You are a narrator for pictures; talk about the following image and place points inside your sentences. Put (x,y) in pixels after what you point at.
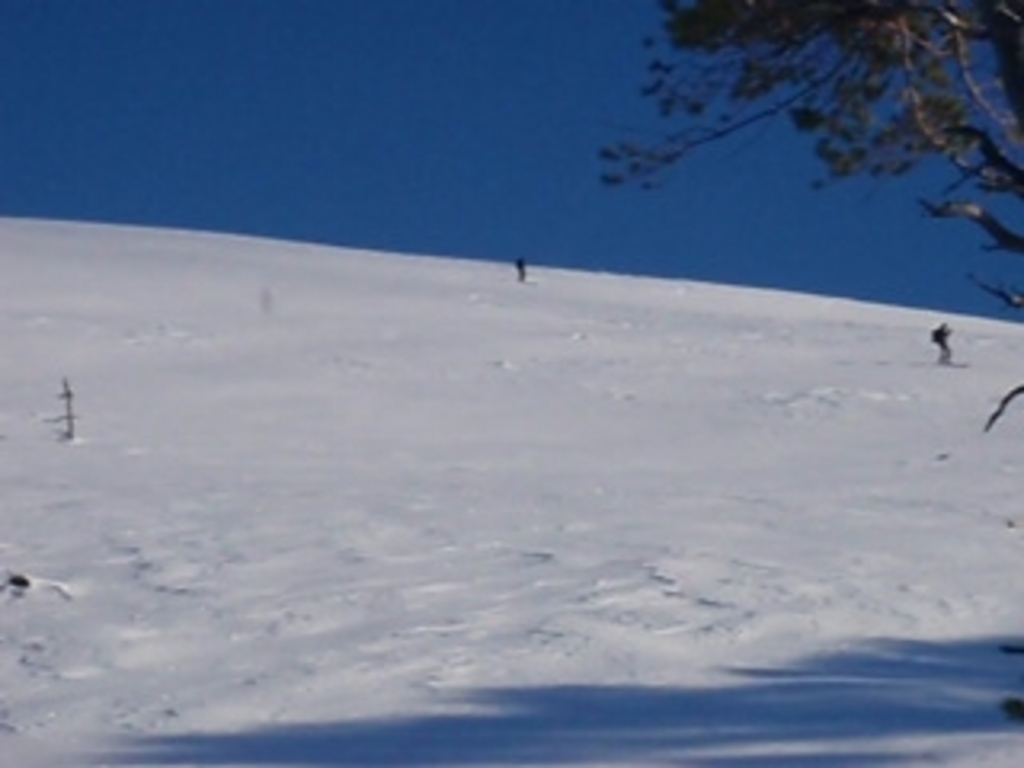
In the image we can see there is a ground (420,380) covered with snow (757,292) and there is a tree (768,52). There is a clear sky (474,132).
